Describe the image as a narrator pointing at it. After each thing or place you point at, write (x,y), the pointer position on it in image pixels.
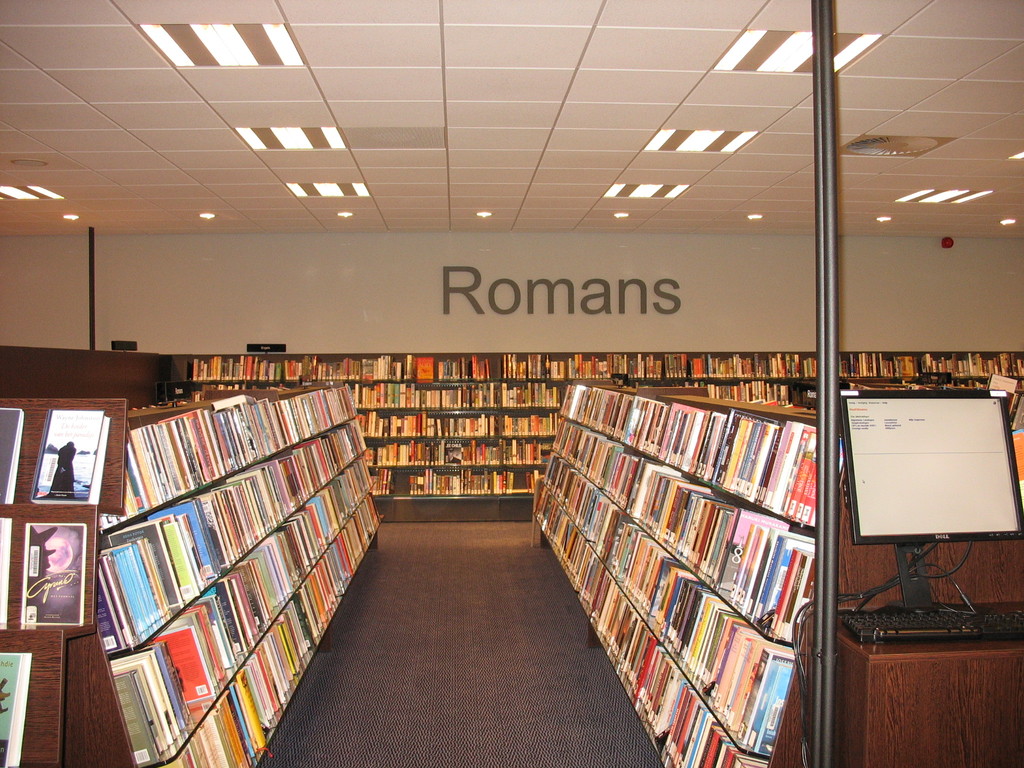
In this image i can see a rack (327,489) of books (254,528) and a monitor (905,545), keyboard (913,631) and few poles (834,627). In the background (762,314) i can see the wall (341,296), the ceiling (560,22) and few lights (322,127).
